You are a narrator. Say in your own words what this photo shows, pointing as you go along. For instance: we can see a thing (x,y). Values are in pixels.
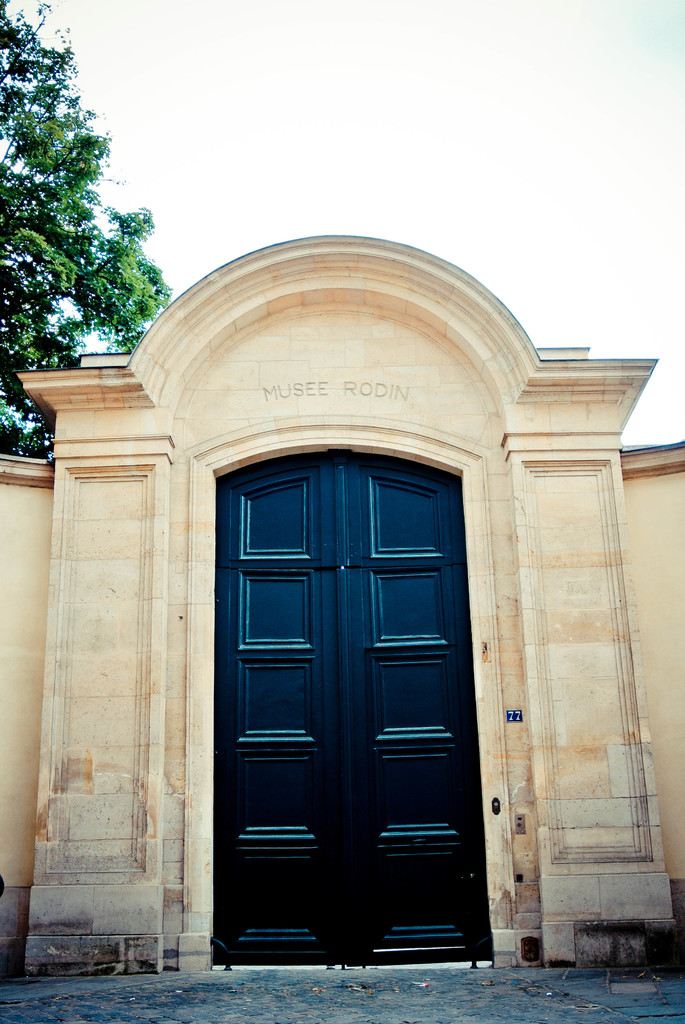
In this image I can see there is a black door (262,953) in the middle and on the left side (74,32) there is tree (131,252) and background (438,133) is the sky (448,173).
